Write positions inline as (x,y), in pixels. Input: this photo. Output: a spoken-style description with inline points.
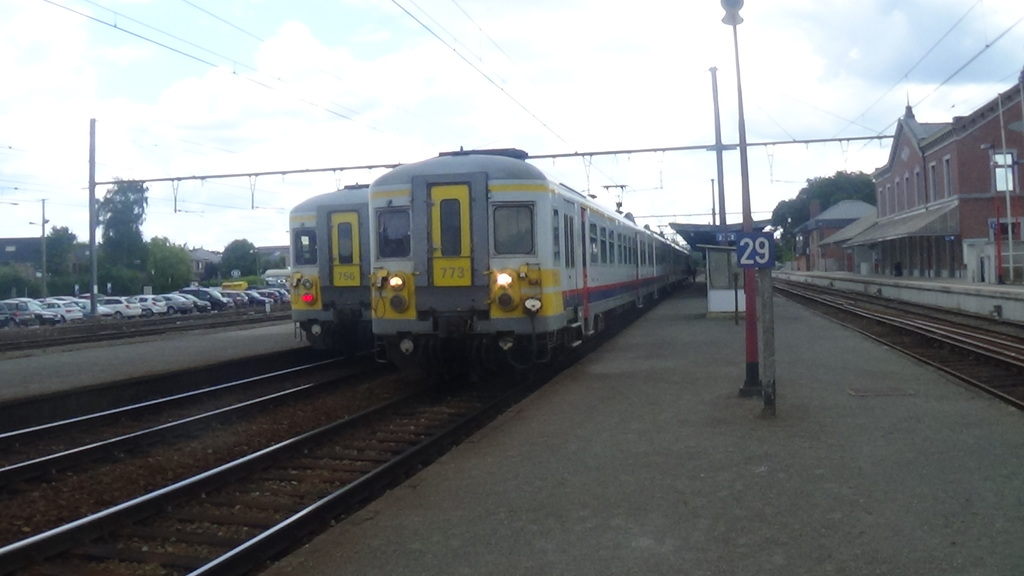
In this image, I can see the trains (383,289) on the railway tracks (307,483). This is a platform (592,540). I can see a board (760,250), which is attached to a pole (750,210). These are the buildings (915,218). On the left side of the image (248,299), I can see the cars (109,308), which are parked. These are the trees (137,243). This is the sky (672,39).
